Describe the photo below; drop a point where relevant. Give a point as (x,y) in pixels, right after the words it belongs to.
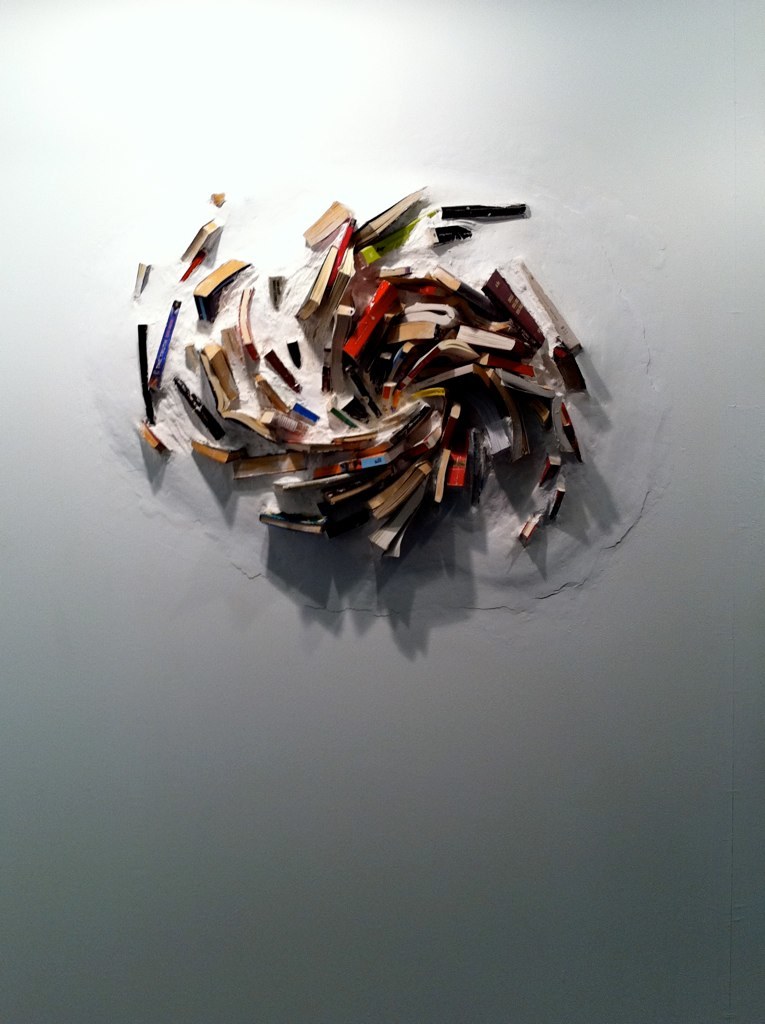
We can see books (420,355) and white surface (356,680).
